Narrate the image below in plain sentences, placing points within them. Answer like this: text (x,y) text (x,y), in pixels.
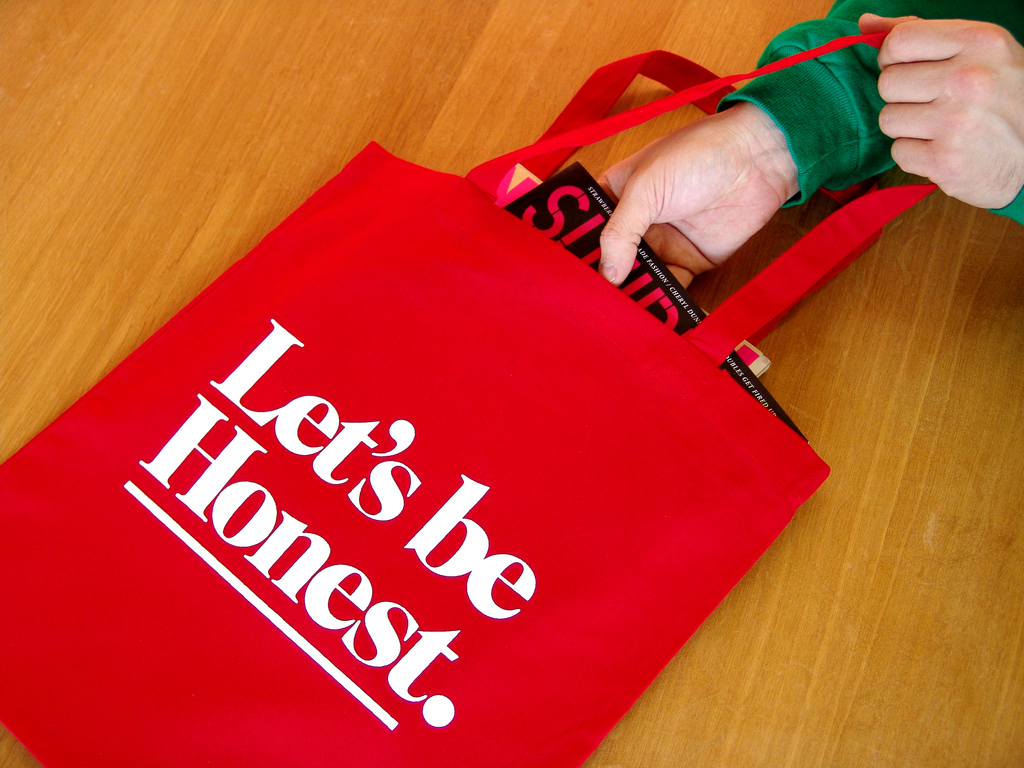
This is a zoomed in picture. On the right (787,181) we can see the hands (784,161) of a person (834,140) holding a red color bag (580,290) and some books (541,208) and the bag (344,200) is placed on a wooden table (261,42) and we can see the text (494,560) on the bag (417,546).
